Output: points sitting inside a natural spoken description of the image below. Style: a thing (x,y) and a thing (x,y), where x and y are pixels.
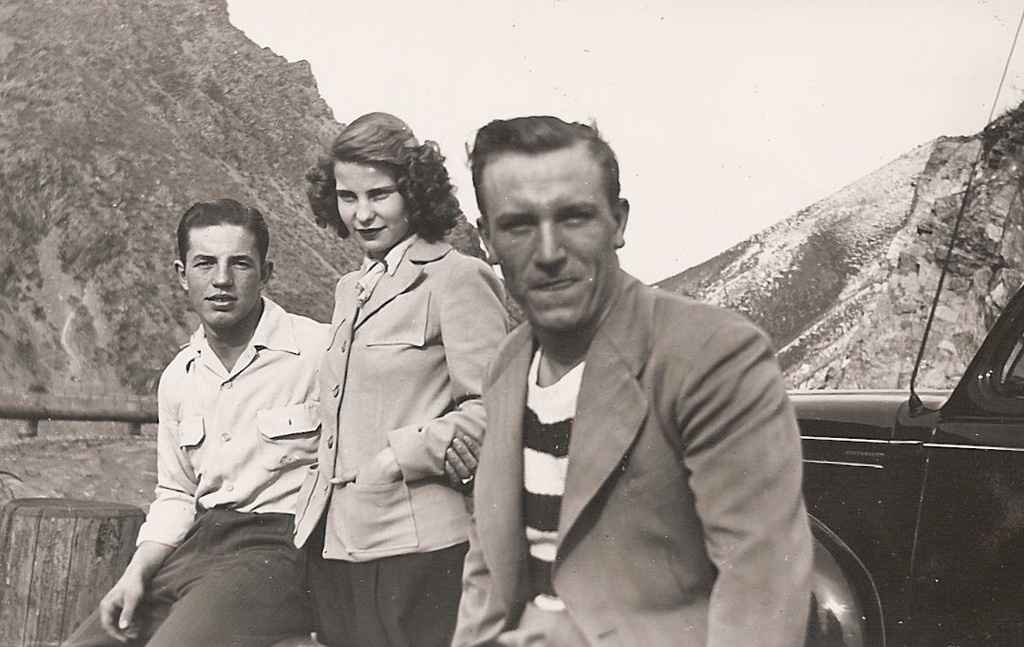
This is a black and white picture. In the background (20,197) we can see the hills (864,231). In this picture we can see the woman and the men (614,436). They are not all smiling. On the right side of the picture (882,454) we can see a vehicle (920,527). On the left side of the picture (115,539) it seems like a wooden object (99,569) and the fence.
